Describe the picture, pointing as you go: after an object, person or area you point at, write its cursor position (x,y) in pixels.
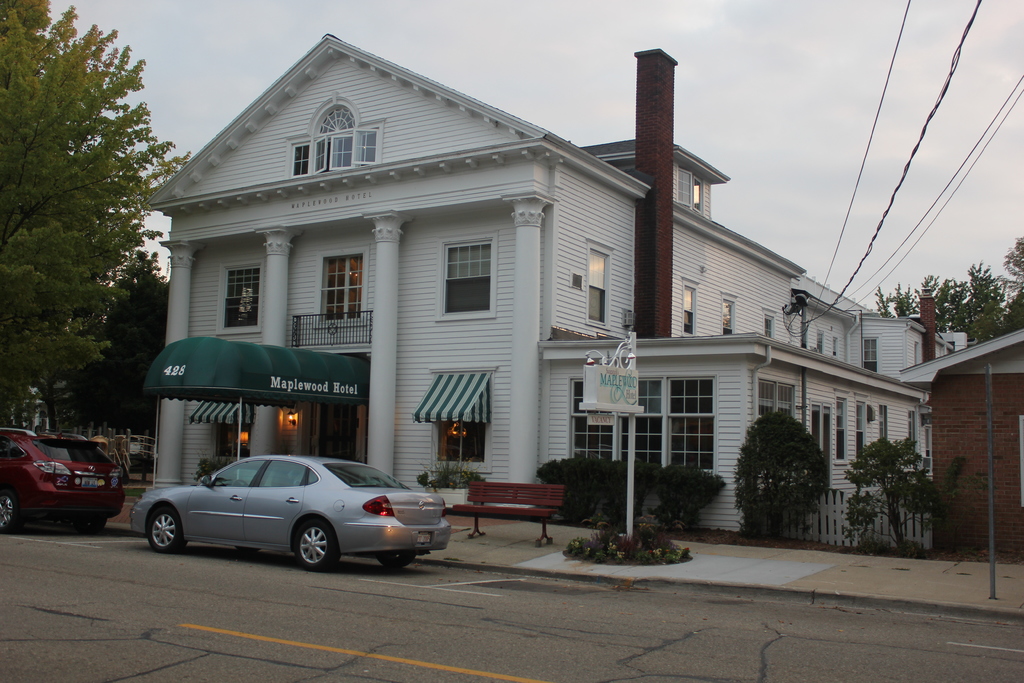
In this image there is a building (513,267) in the middle (563,293). In front of the building (435,309) there is a road (197,570) on which there are two cars (240,518). On the left side (61,211) there is a tree (55,186). In front of the building (499,405) there is a footpath (565,532) on which there is a bench (489,493). At the top (775,78) there is the sky (785,55). On the right side (885,86) top there are wires (940,101). In the background (976,298) there are trees (973,282) behind the building (532,264).
